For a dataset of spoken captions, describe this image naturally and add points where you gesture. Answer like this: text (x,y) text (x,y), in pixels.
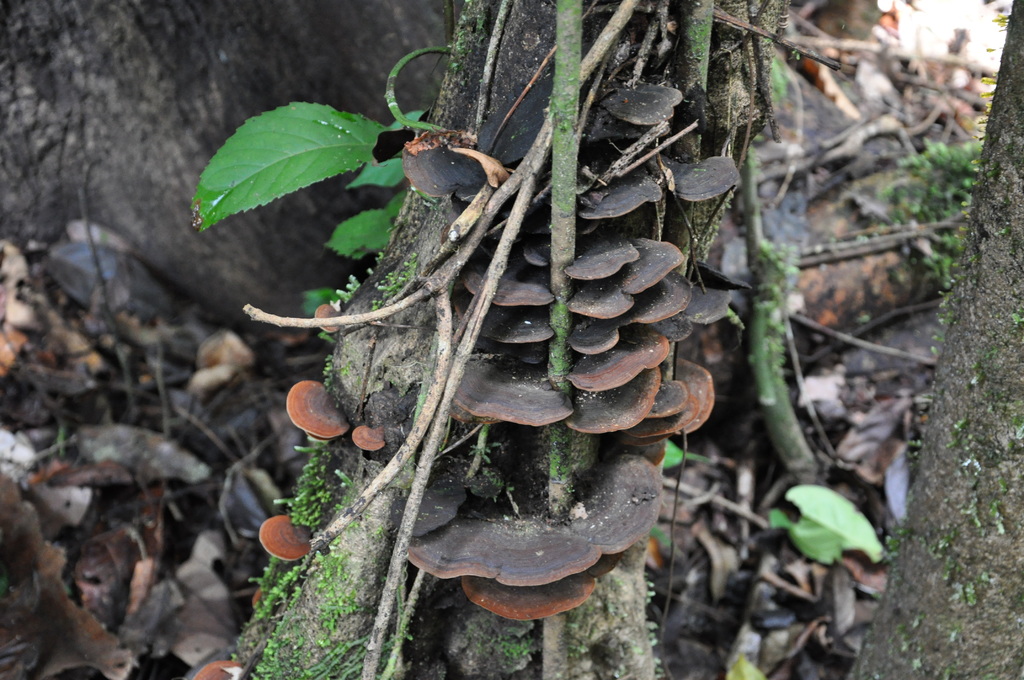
In this image, we can see some green leaves (277,144) and mushrooms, there are some dried leaves (90,637) on the ground (103,550).
